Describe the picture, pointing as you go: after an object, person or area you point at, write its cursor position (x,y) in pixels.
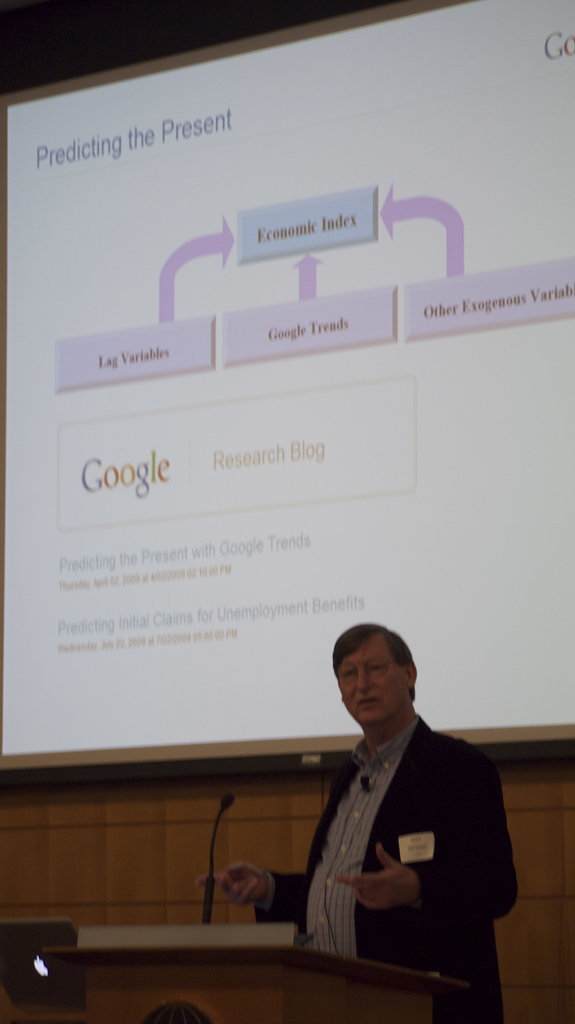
In this image I see a man (397,785) who is wearing black suit (451,780) and I see that he is standing in front of a podium (184,986) and I see a mic (216,826) on it. In the background (195,753) I see the screen (238,312), on which there are words (546,40) written and I see the wall (539,855) and I see a logo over here.
